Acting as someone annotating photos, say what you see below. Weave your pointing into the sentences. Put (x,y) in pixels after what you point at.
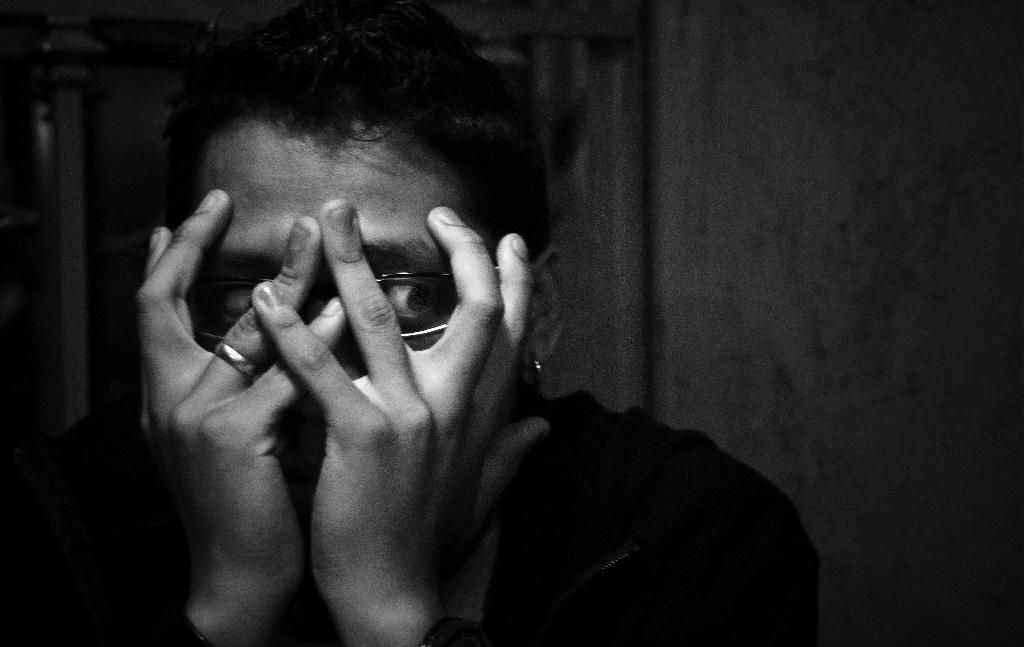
In this image I can see a person (151,448) and the image is in black and white.
